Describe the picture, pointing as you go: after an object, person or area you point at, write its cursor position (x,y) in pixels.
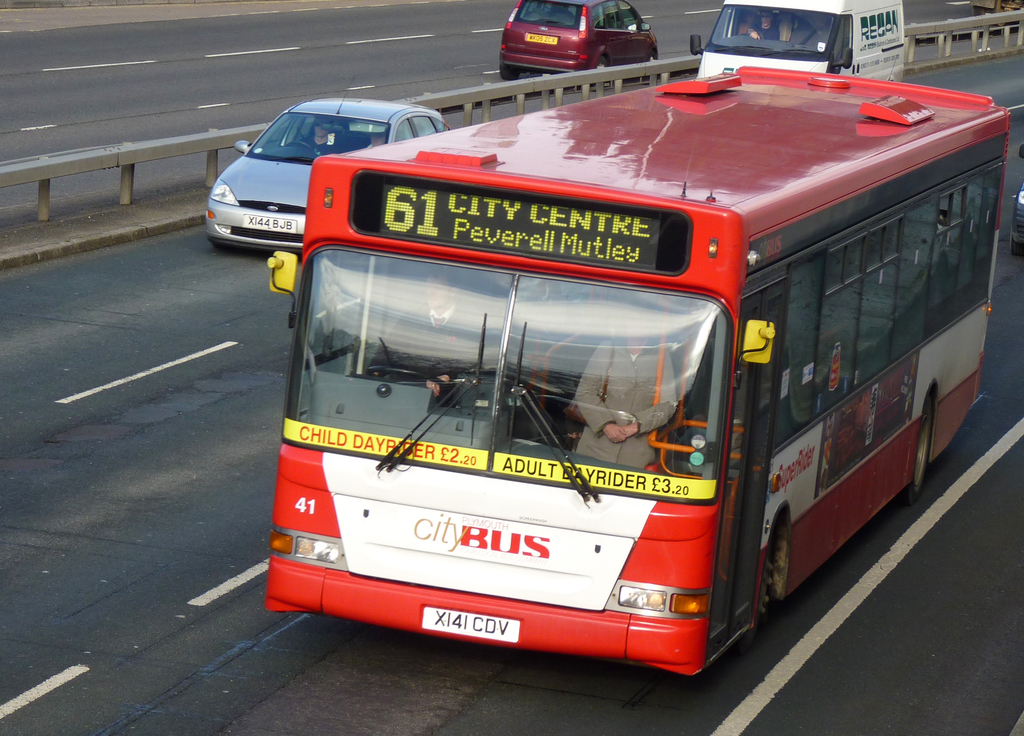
In this image there is a road (224,112), on that road (472,20) there are vehicles (581,14).
